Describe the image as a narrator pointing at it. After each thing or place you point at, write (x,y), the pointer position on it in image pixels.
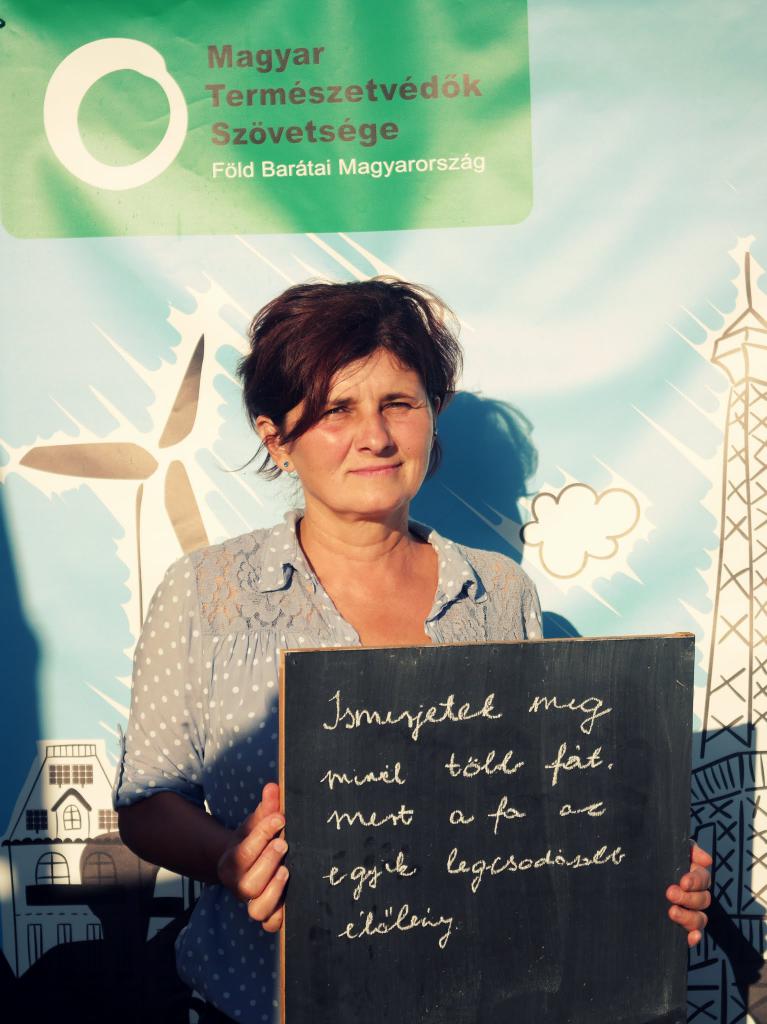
In this picture there is a woman (244,601) standing in the front (326,715), smiling and holding the board (501,765) in the hand (273,848). Behind there is a blue color banner (364,254) in the background (342,262).
